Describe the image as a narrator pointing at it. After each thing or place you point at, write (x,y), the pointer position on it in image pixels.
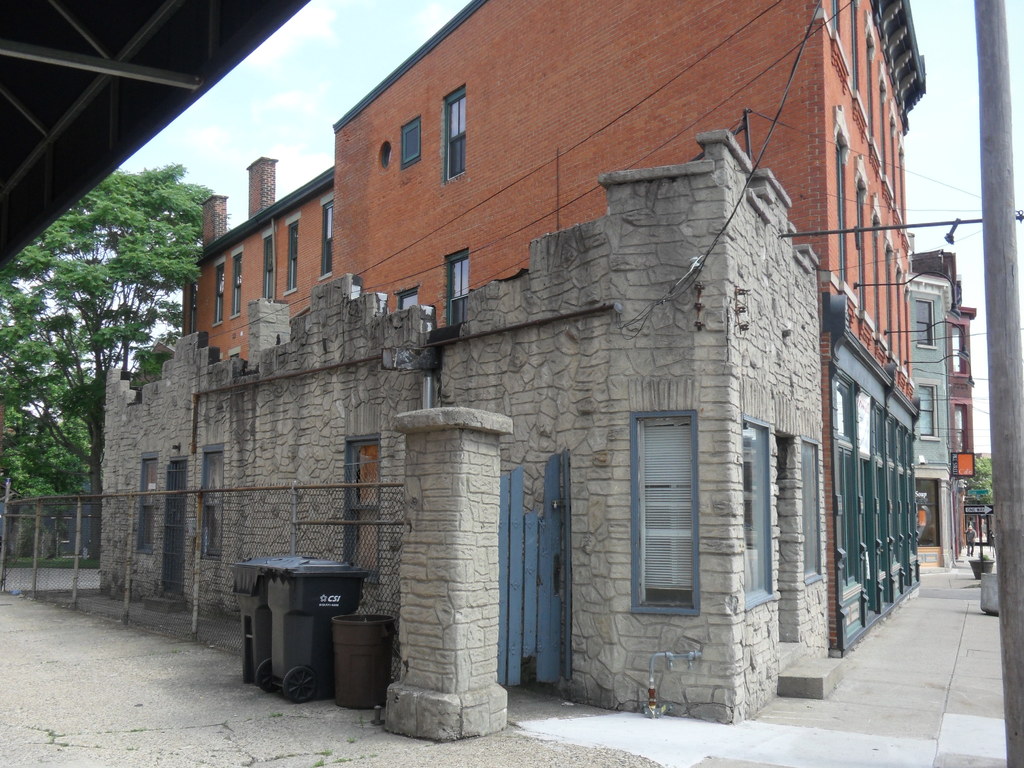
In this picture we can see buildings (897,192) and in front of the buildings (115,518) there is a fence (383,523), dustbins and a gate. On the left side of the buildings (342,289) there are trees (90,324) and on the right side of the buildings (969,437) there is a pole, board (967,457) and other things (987,568). Behind the buildings (420,210) there is a sky (314,137).
